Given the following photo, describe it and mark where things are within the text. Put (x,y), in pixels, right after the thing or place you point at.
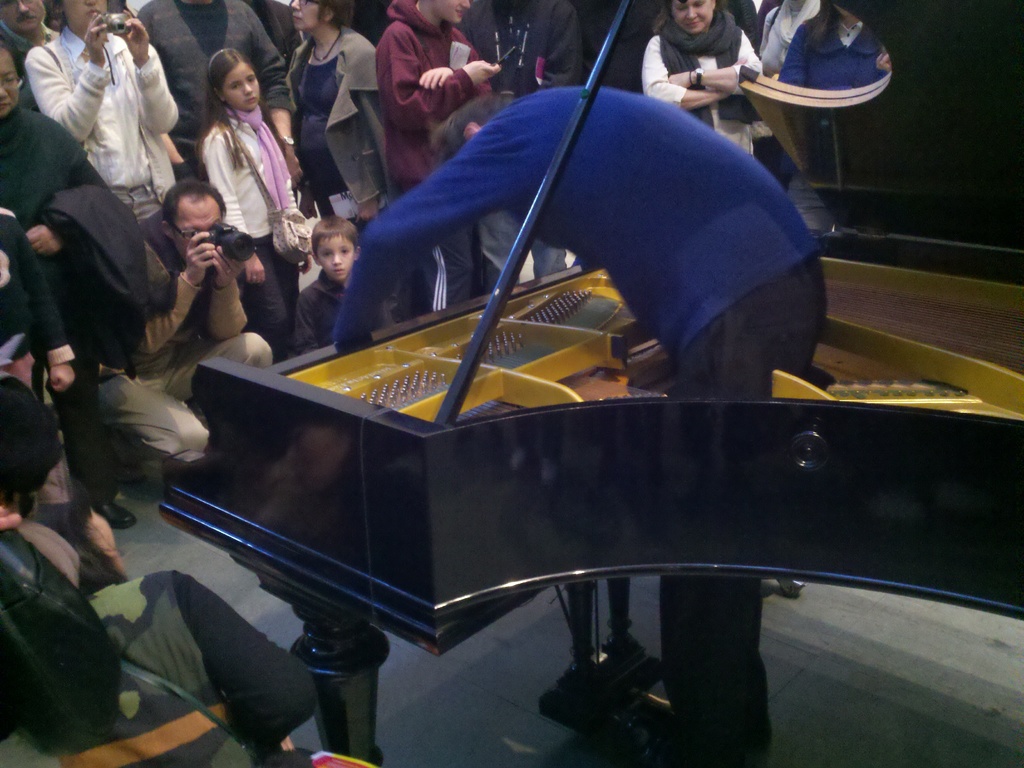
In this picture we can see a man (518,211) bending over piano (415,346) and in front of him we can see a group of people (256,154) where some are holding cameras (236,225) with their hands (217,245) and taking pictures and on right side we can see wall (825,141).
